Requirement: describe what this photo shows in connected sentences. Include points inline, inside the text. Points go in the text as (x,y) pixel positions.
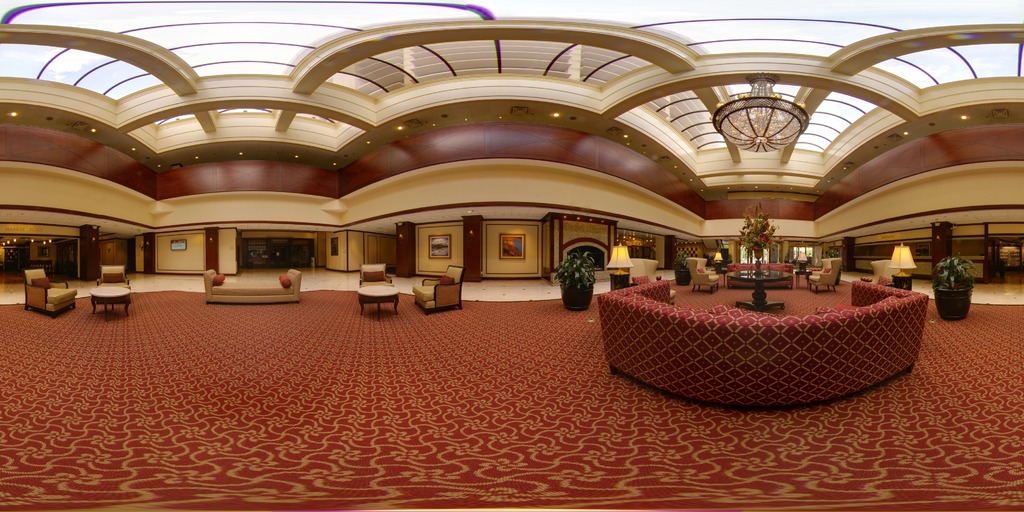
In this image I can see chairs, tables (110,289), flower pots (574,298), sofas (673,347) and other objects (624,252) on the floor (483,427). In the background (352,194) I can see wall (535,240) which has photos (514,242) attached to it. This is an inside view of a building (439,195). I can also see a chandelier (755,133), lights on the ceiling (938,132) and other objects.
